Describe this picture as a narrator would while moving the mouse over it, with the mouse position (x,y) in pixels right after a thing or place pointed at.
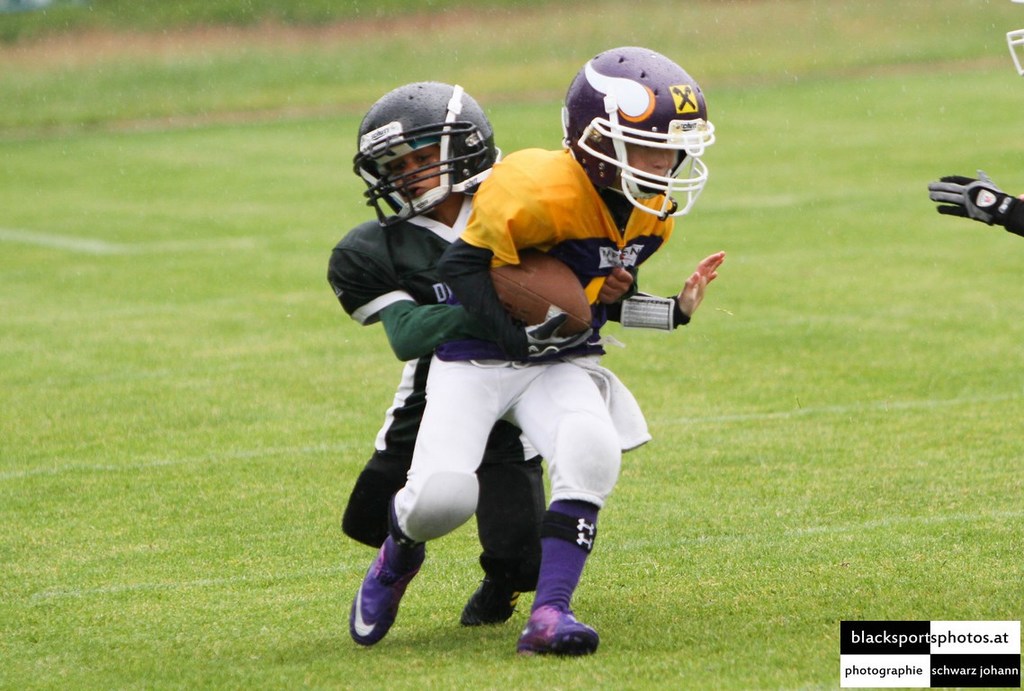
In this image I can see a person (524,226) wearing yellow, black and white colored jersey (519,212) and another person (410,278) wearing black and white color jersey (410,278) are standing. I can see they are holding brown colored ball (537,276). I can see they are wearing helmets (400,94). I can see a person's hand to the right side of the image (943,197) and in the background (738,121) I can see some grass (945,159) on the ground (939,176).
